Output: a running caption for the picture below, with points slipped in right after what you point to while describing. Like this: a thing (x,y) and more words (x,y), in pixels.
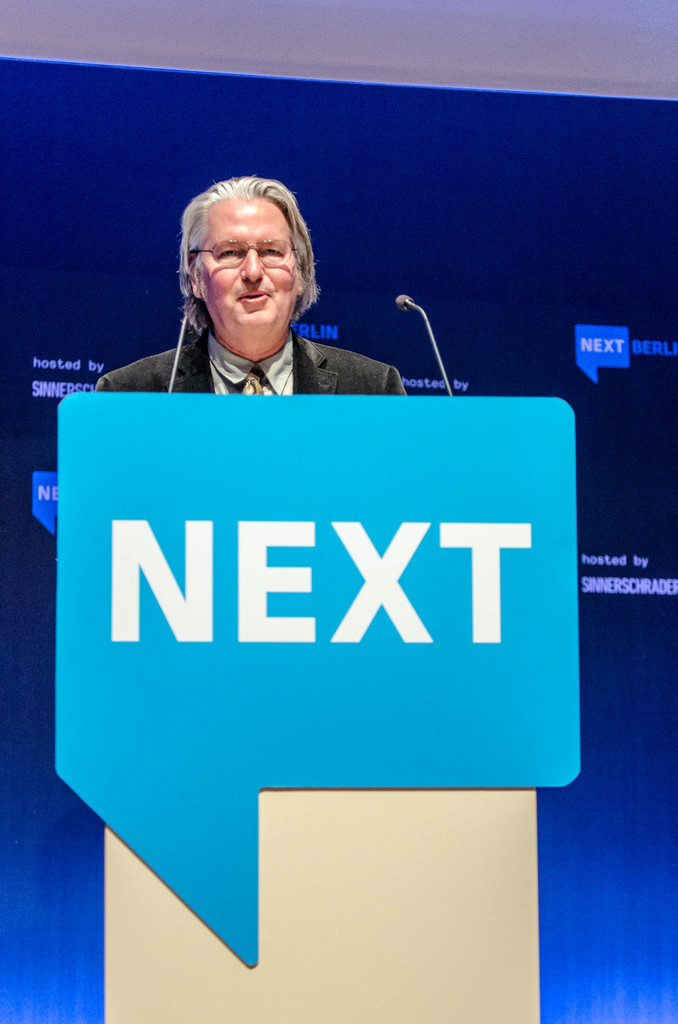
In this image there is a person (290,264) standing in front of the table (456,659) and there is a board (331,698) with some text (364,611) and there are mic's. In the background (15,669) there is a banner (642,930) with some text (455,384).
